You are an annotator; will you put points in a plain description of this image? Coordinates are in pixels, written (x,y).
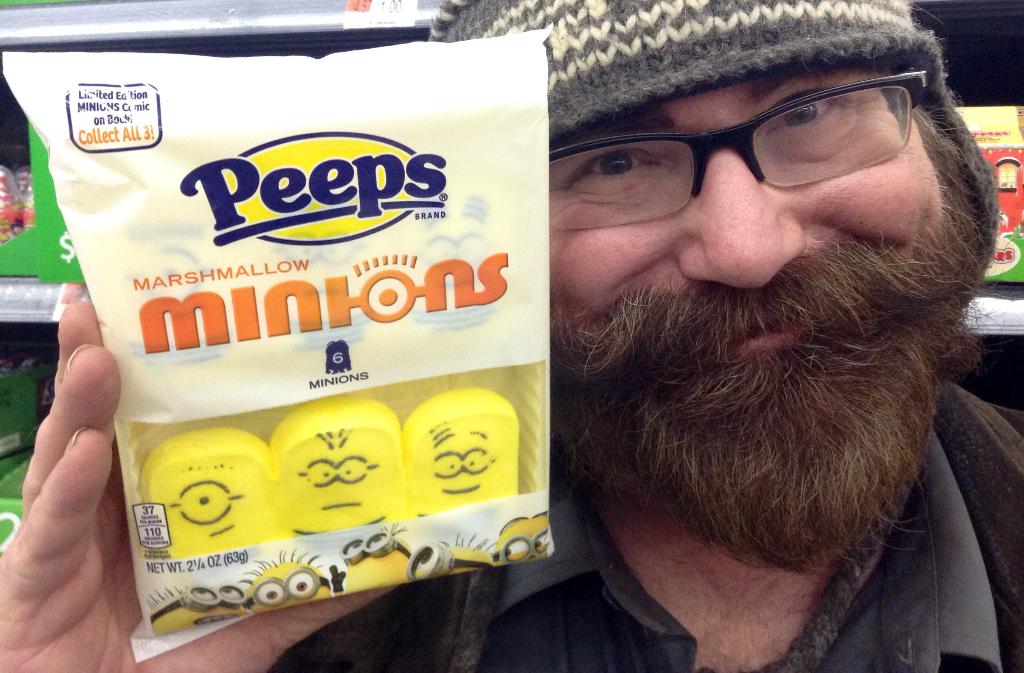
In this image we can see a person (701,534) wearing black color dress (347,657), spectacles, cap (732,77) holding some cover (265,304) in his hands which is in yellow and white color.
